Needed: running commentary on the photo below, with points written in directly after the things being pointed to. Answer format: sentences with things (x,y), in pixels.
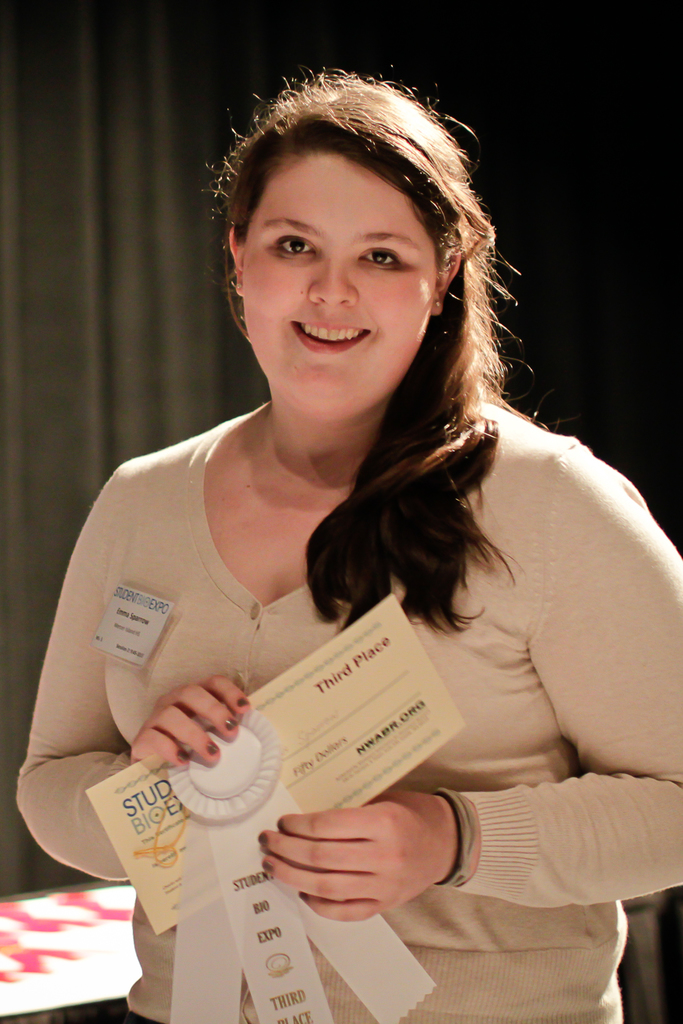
In this image we can see a person (521,702) wearing cream color sweatshirt (486,697) holding some certificate (327,771) in her hands (221,711) and at the background of the image (178,183) there is black color sheet (541,303).
